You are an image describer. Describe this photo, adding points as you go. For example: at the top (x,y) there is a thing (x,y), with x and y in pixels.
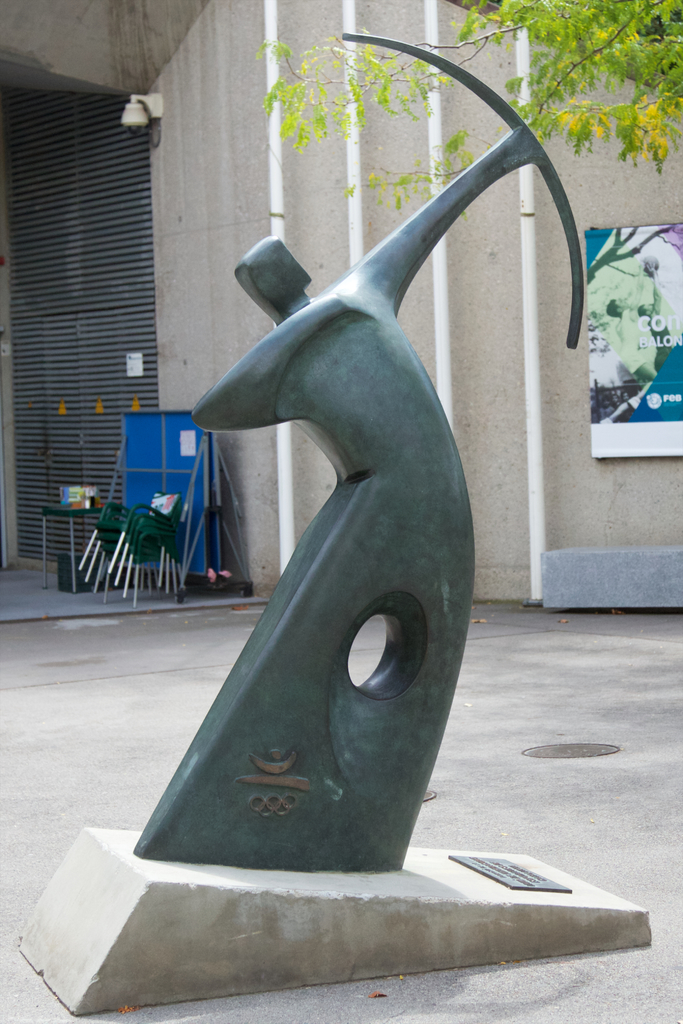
In this image there is a sculpture (346,472) that resembles a person, there is ground (408,984) towards the bottom of the image (382,1007), there are chairs (140,524), there are tables (172,442), there are objects (75,493) on the table (101,511), there is a wall (430,285), there is a board (631,315) towards the right of the image (635,347), there is text (639,321) on the board (652,332), there is a tree (597,60) towards the right of the image (568,42), there is a security camera (148,111) on the wall (179,108), there are pipes (532,488) towards the top of the image (348,90).
